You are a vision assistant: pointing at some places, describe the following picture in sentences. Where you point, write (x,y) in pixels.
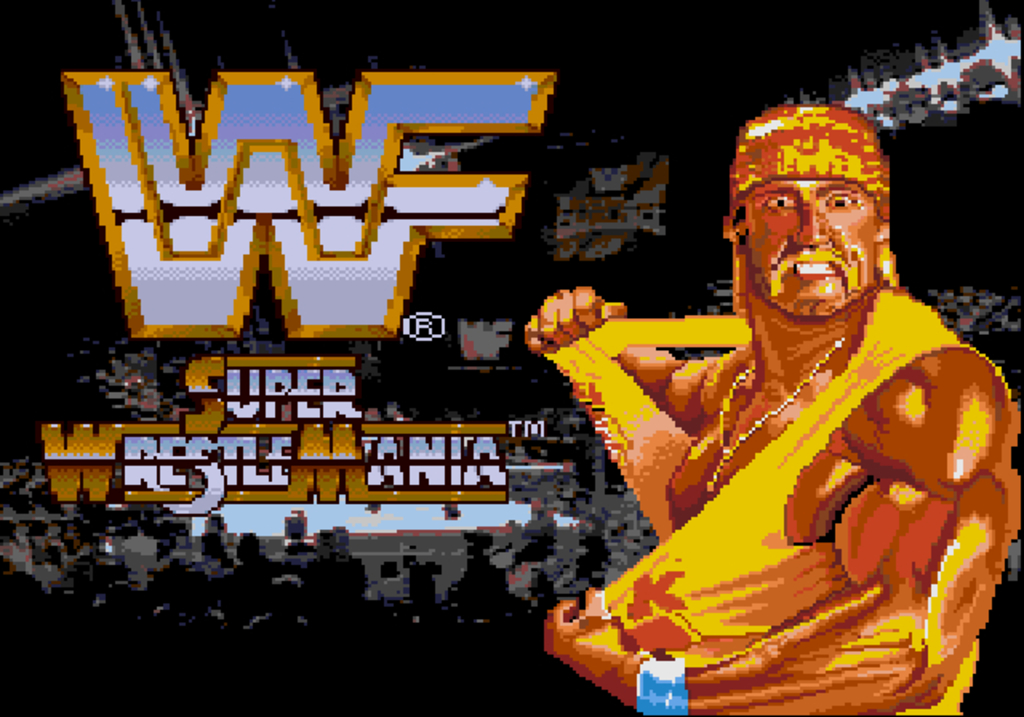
This is an animated image. In this image we can see a person (807,361). Also something is written on the image.
